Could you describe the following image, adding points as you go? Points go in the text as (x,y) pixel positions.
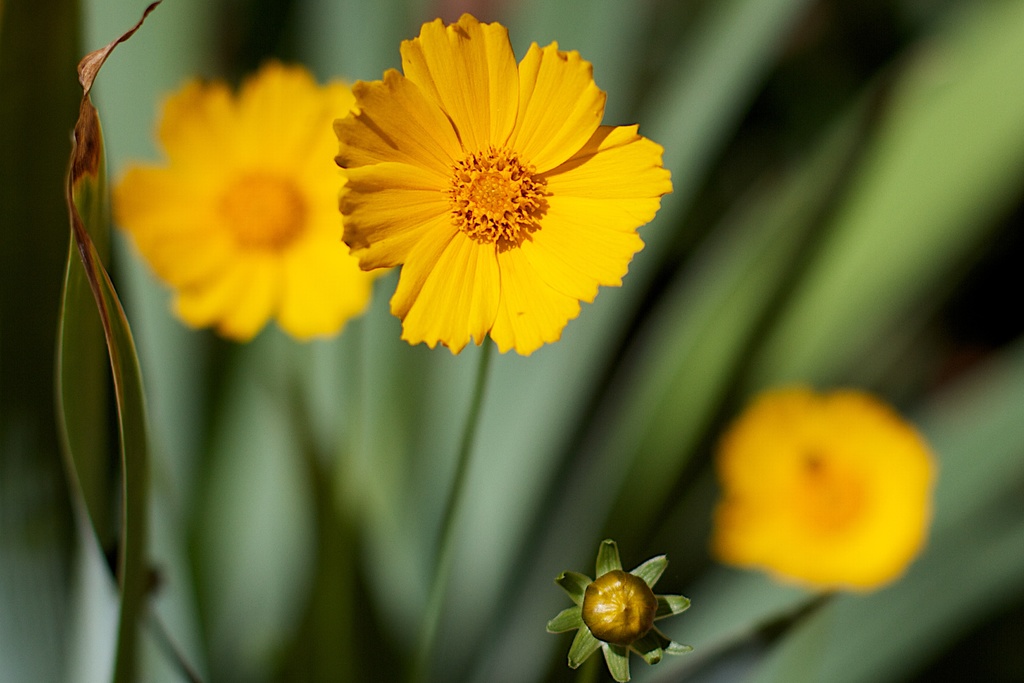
In this picture we can see flowers (751,553) and in the background (744,34) we can see leaves (128,454) and it is blurry.
